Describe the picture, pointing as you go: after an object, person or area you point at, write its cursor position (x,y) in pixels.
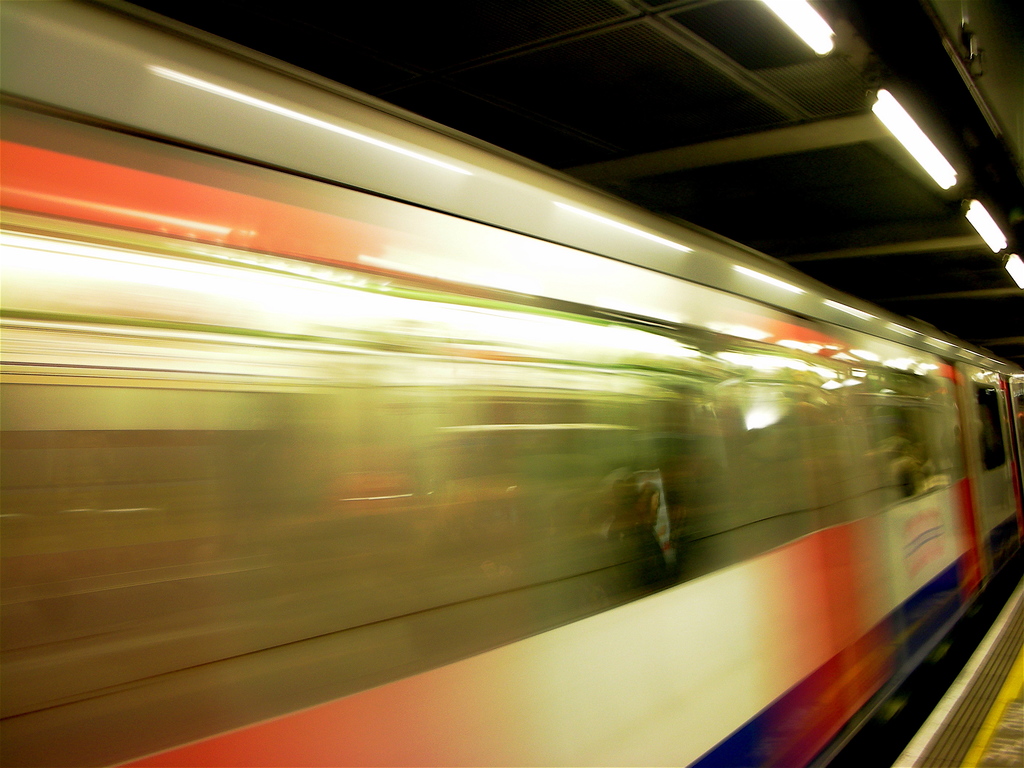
In this image there is a train (873,548) moving on a track (921,678), on the bottom right (993,705) there is a platform (1002,687), at the top (412,62) there is a roof (805,150) and lights (904,124).
